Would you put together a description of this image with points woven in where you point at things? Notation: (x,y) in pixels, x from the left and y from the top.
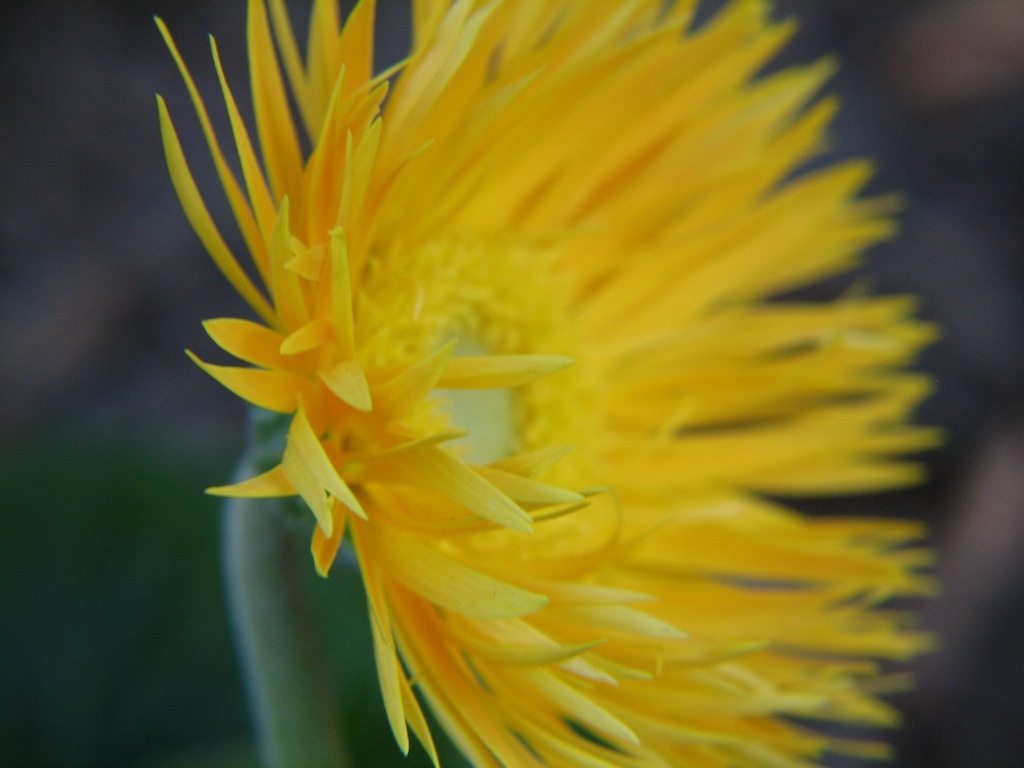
Here in this picture we can see a flower (385,343) present over there.
